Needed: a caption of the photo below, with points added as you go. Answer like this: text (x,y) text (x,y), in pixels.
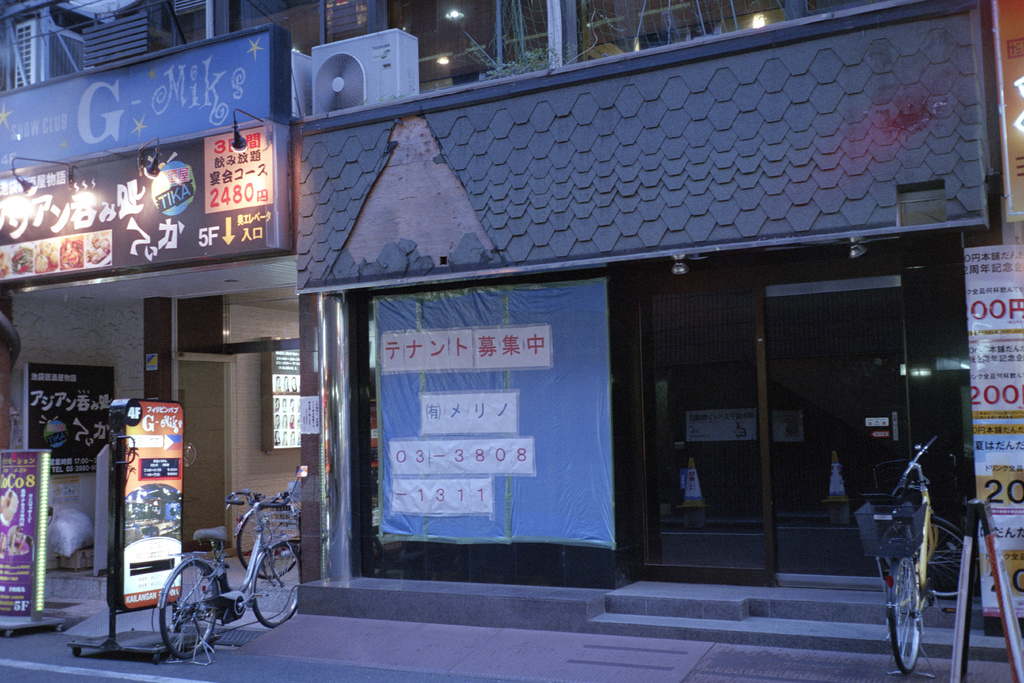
In this image, we can see some shops (586,265) and there are some bicycles (290,605), we can see some boards (132,255).
